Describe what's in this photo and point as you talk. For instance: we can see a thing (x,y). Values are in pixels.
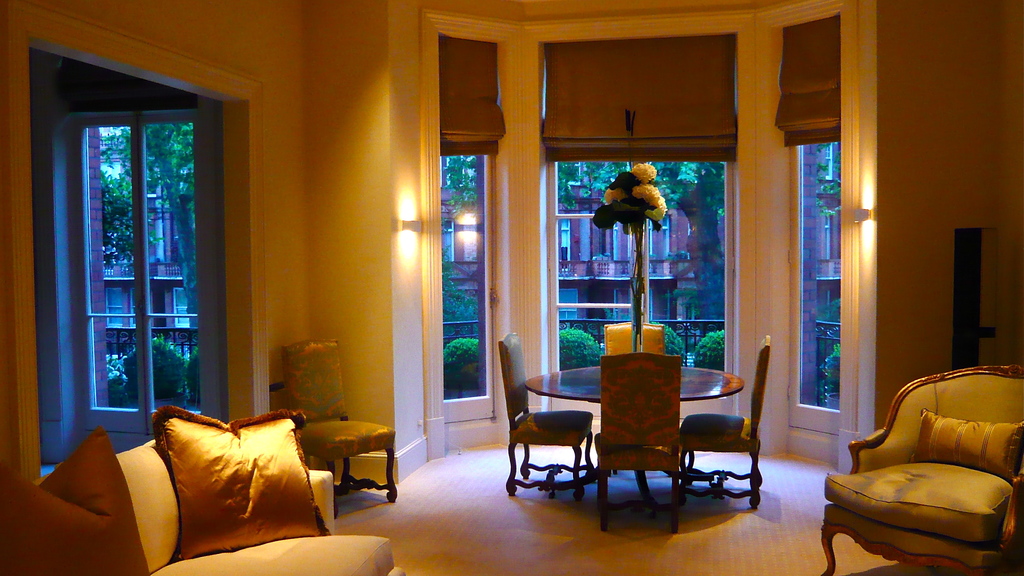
This is the picture of a living room (617,334) with dining table (561,388) in the middle (563,371) and a big flower vase (637,315) in the middle of the table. There is sofa (975,492) to the right side (971,475) and left side (219,570) and there is a chair (331,453) in the left side (331,387) corner of the room (338,400) and the wall (410,245) has several lights (872,214) on it. In middle of the room (708,265) there is big window (692,225) with curtain (610,103).
